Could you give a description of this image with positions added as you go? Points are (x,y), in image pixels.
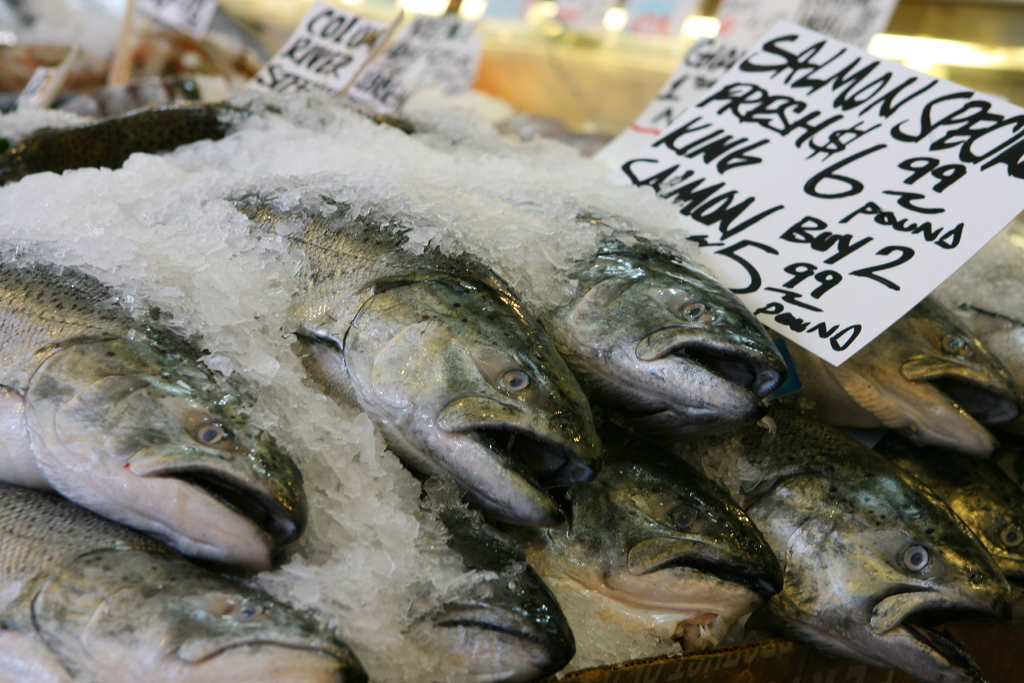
In the center of the image (533,391) we can see fish (435,385) with some ice (224,325) on it. And we can see the papers (665,97) with some text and price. In the background (603,122), we can see the lights (611,26) and a few other objects (626,34).
